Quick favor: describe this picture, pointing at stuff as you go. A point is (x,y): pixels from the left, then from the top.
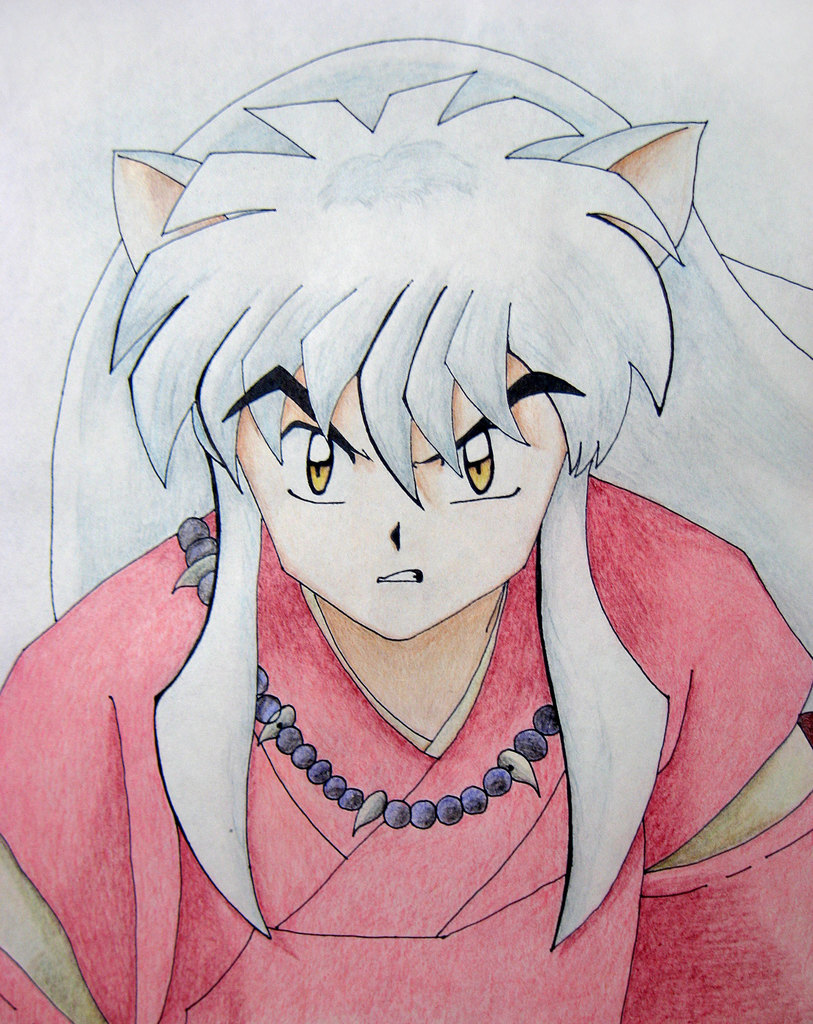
In the image we can see a drawing (491,107).
